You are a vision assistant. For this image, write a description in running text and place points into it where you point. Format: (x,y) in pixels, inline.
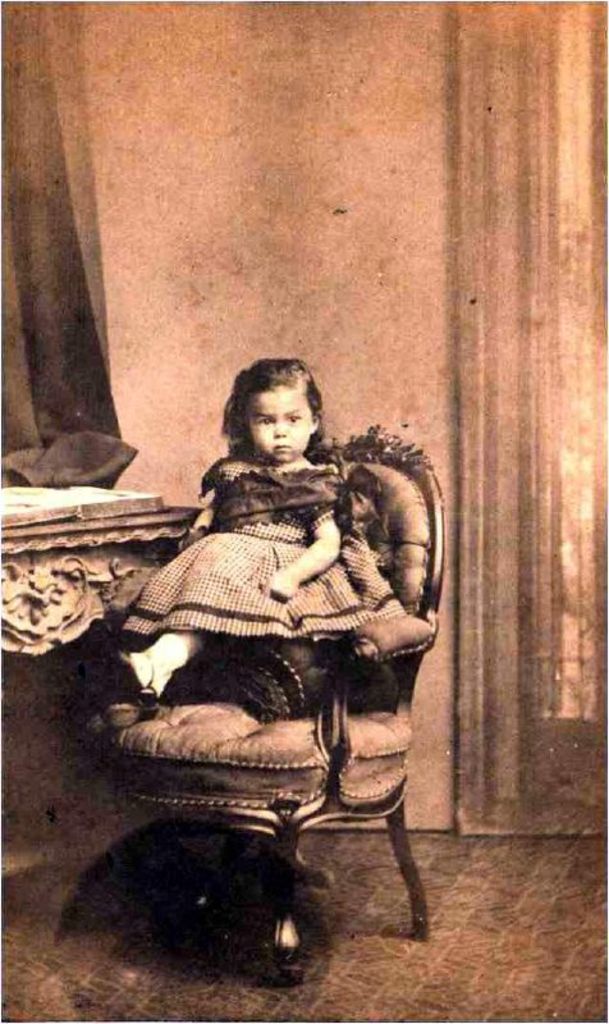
In this picture we can find a girl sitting on a chair (188,792) near the table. In the background (493,145) we can find a curtain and a wall (352,157), under the chair (198,796) we can find a shadow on the floor (52,1016). A girl (304,412) is wearing a frock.
